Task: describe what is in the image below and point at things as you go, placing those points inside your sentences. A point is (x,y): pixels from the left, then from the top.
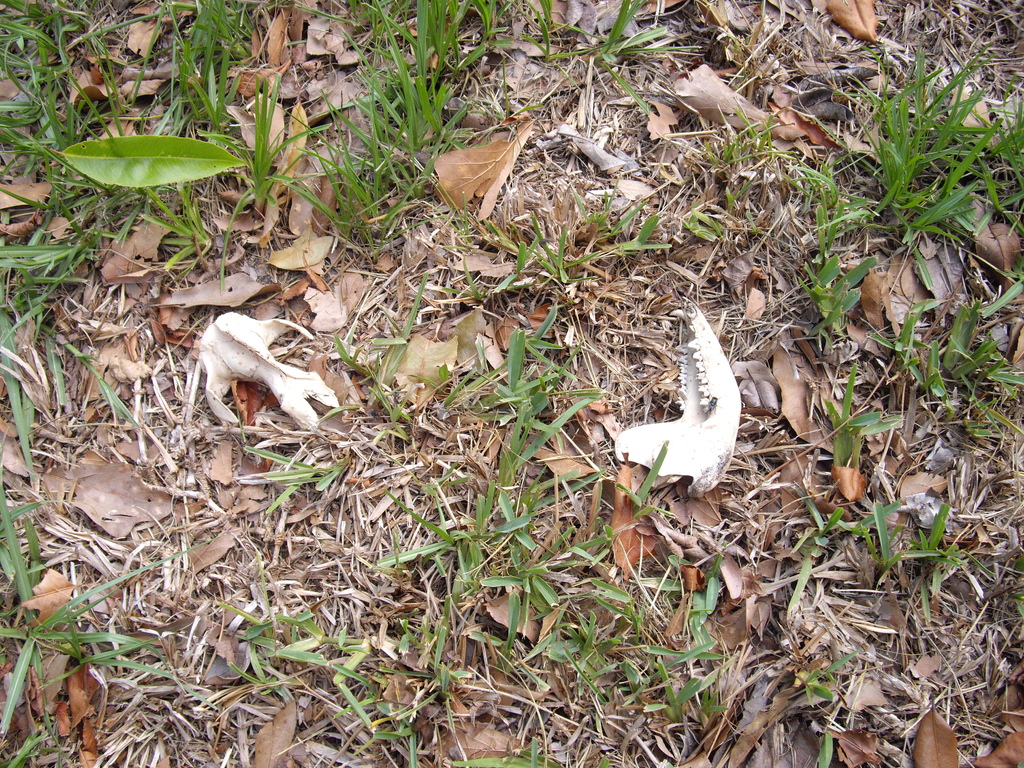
In this picture I can see there are two white objects (701,476) placed on the floor (313,561) and there is grass (71,299), leaves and there are dry leaves (94,301) on the floor (294,553).
